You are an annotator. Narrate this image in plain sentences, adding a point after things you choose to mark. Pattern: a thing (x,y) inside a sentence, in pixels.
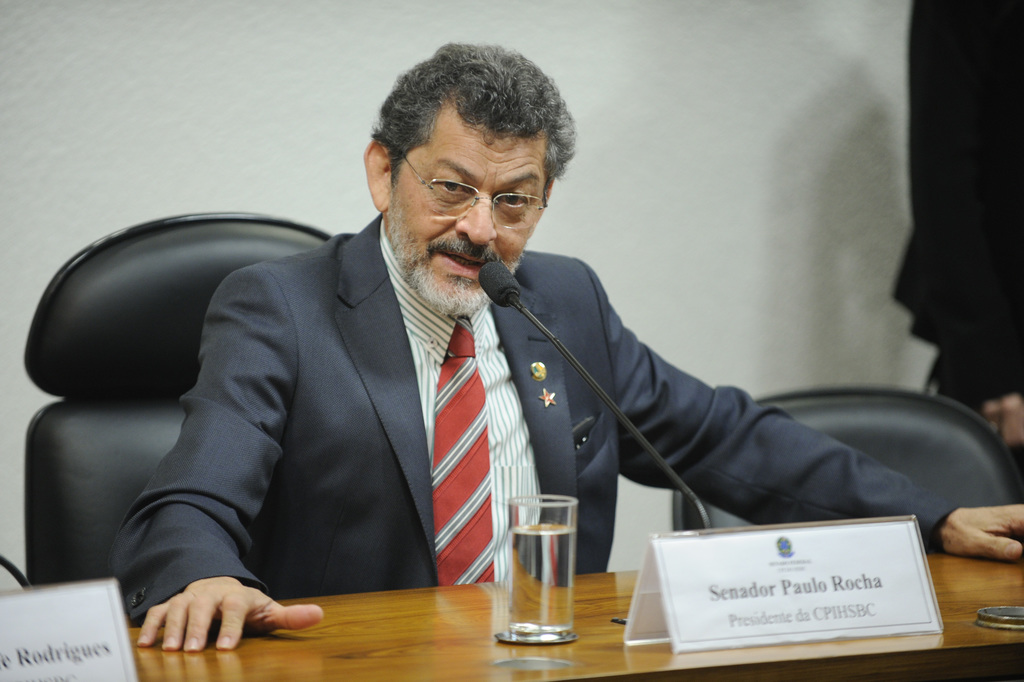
In this image there is a person (516,238) who is sitting on a chair (105,393). On the right (1010,253) there is a person (1002,341) who is standing beside the wall (820,141). On the table (905,681) there is a water glass (557,565), name plate (692,627) and a mic (516,300).
